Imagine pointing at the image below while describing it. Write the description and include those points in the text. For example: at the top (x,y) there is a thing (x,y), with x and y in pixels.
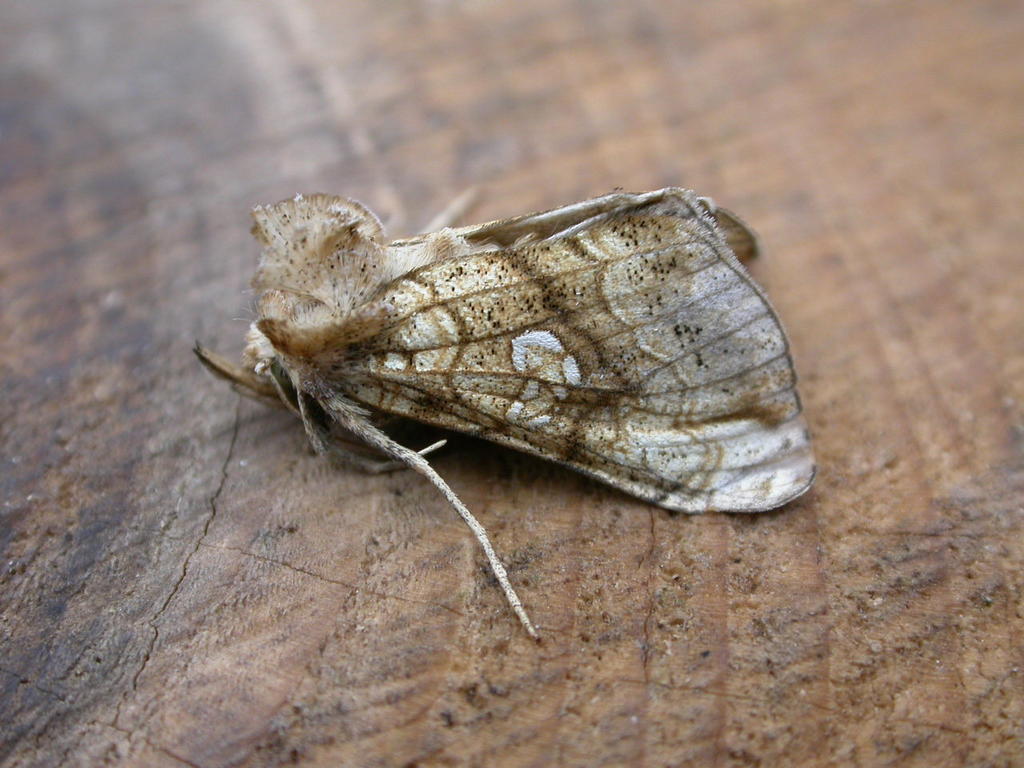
In this picture I can see a moth (537,389) on an object (11,20).
